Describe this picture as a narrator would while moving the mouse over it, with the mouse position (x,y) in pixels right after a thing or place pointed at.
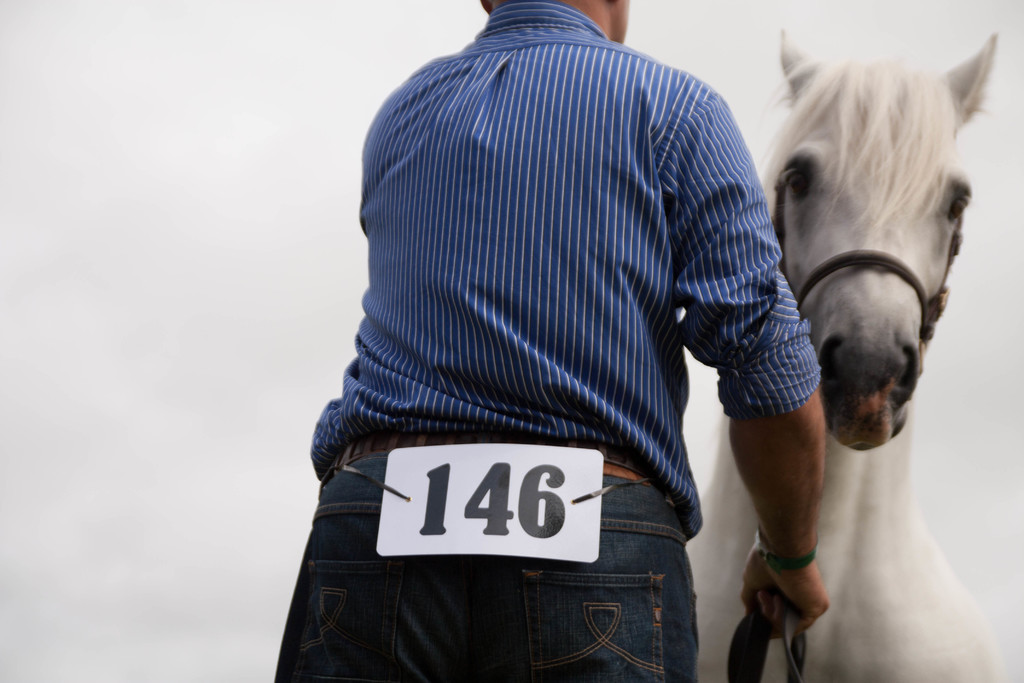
Man (535,402) holding horse (861,476).
